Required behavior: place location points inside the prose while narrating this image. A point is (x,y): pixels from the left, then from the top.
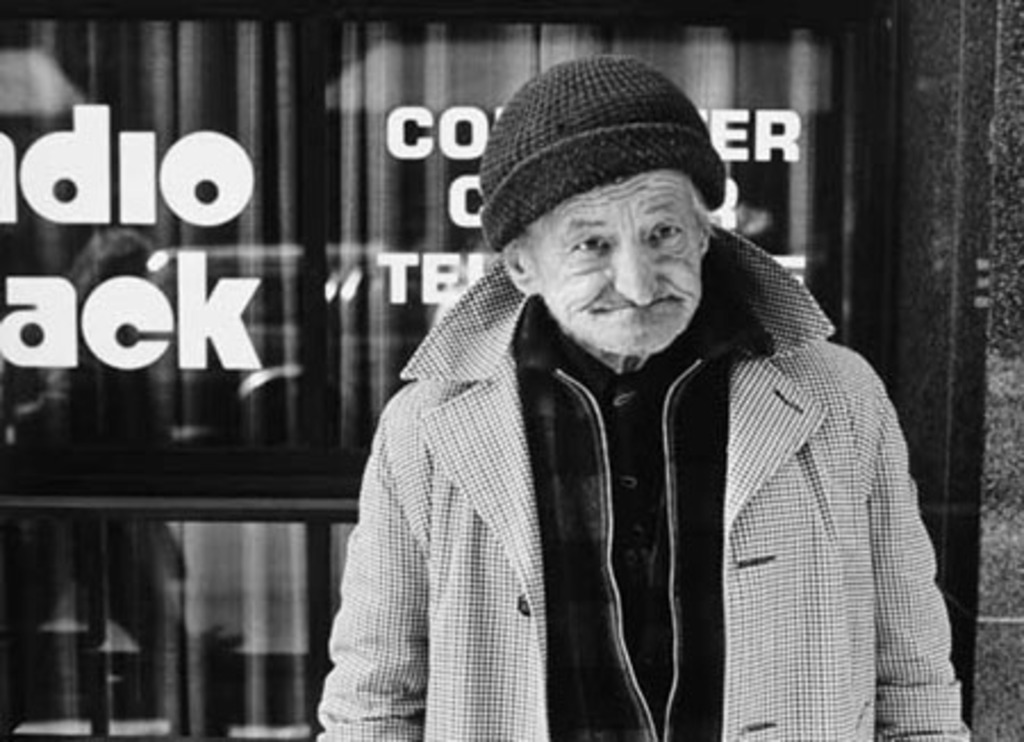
In this image I can see a person (671,470) standing and wearing jacket (670,446) and a cap (602,142), background (255,146) I can see a glass wall (399,363) and something written on it and the image is in black and white.
